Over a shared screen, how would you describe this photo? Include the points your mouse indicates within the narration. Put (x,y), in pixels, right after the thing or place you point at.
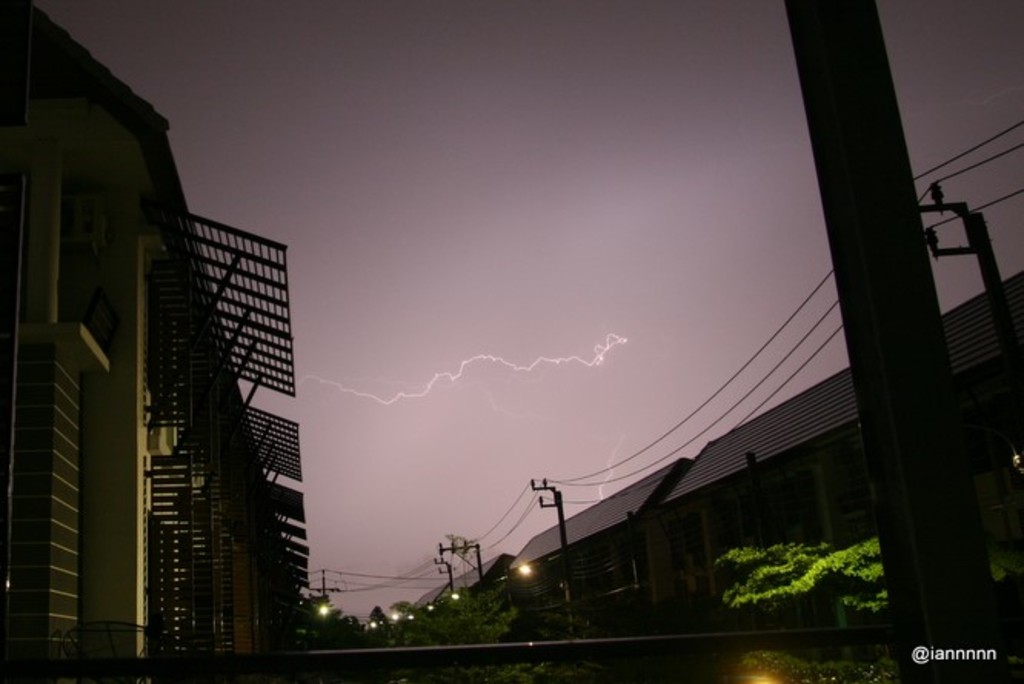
In this image in the front (940,406) there is a pole (957,427). In the center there are trees (449,637). In the background (288,553) there are buildings (483,585), light poles (449,584), electrical poles (562,536) and there are wires (345,575) on electrical poles (568,553) and there is thunder (352,386) in the sky (426,353).
